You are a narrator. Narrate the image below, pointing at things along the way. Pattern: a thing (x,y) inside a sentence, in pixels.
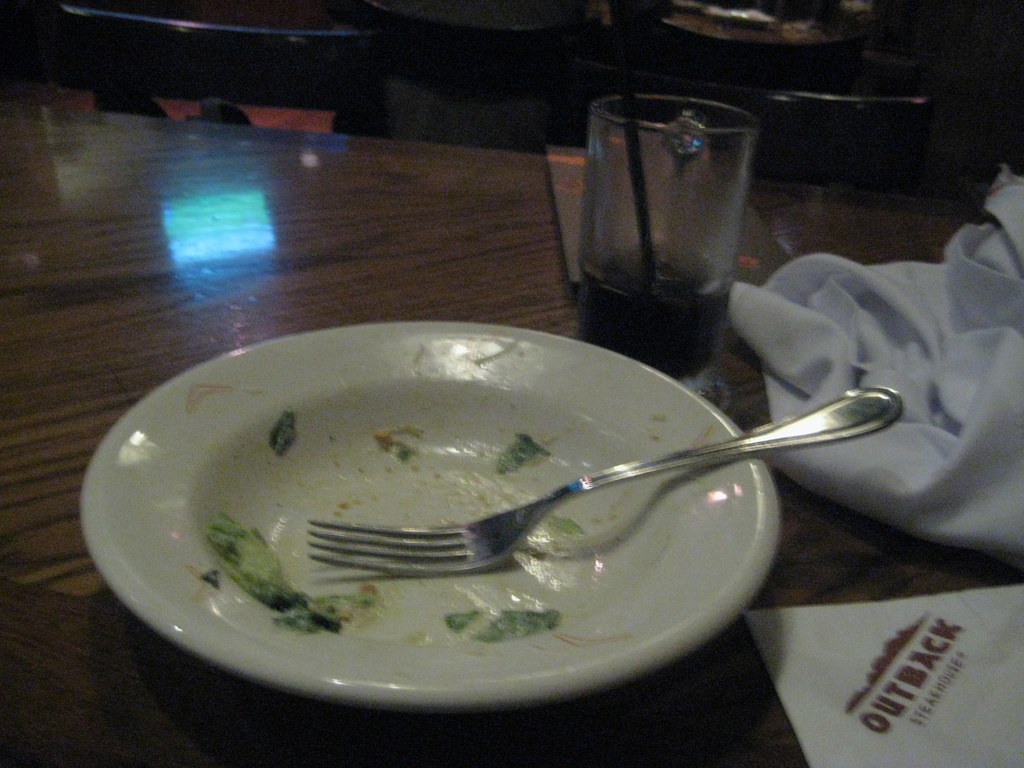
At the bottom of this image (522,528), there is a fork (779,444) on a white color plate (456,440), which is placed on a wooden table (140,305), on which there is a glass (671,200), a cloth (998,450) and a white paper (883,642). In the background (902,12), there are other objects (53,45).
